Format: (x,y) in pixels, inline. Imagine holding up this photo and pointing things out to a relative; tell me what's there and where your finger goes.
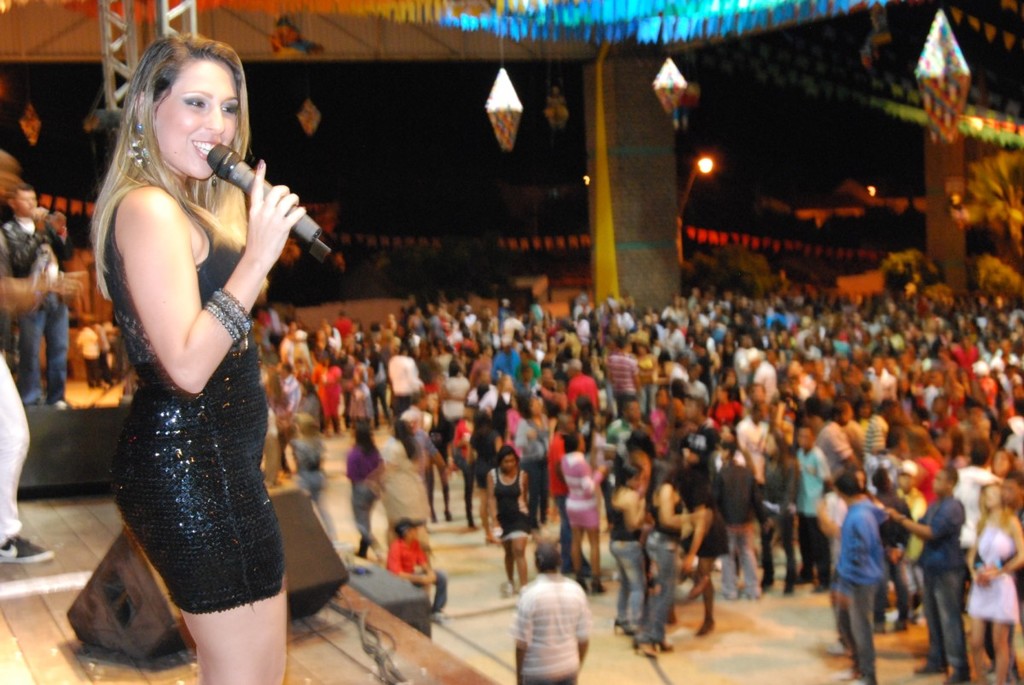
In the picture I can see a group of people (666,443) are standing on the ground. I can also see a woman (199,248) is standing on a wooden surface (299,625) and holding a microphone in the hand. In the background (664,281) I can see a pillar (676,249), lights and some other things (831,290). The background of the image (336,198) is blurred.
